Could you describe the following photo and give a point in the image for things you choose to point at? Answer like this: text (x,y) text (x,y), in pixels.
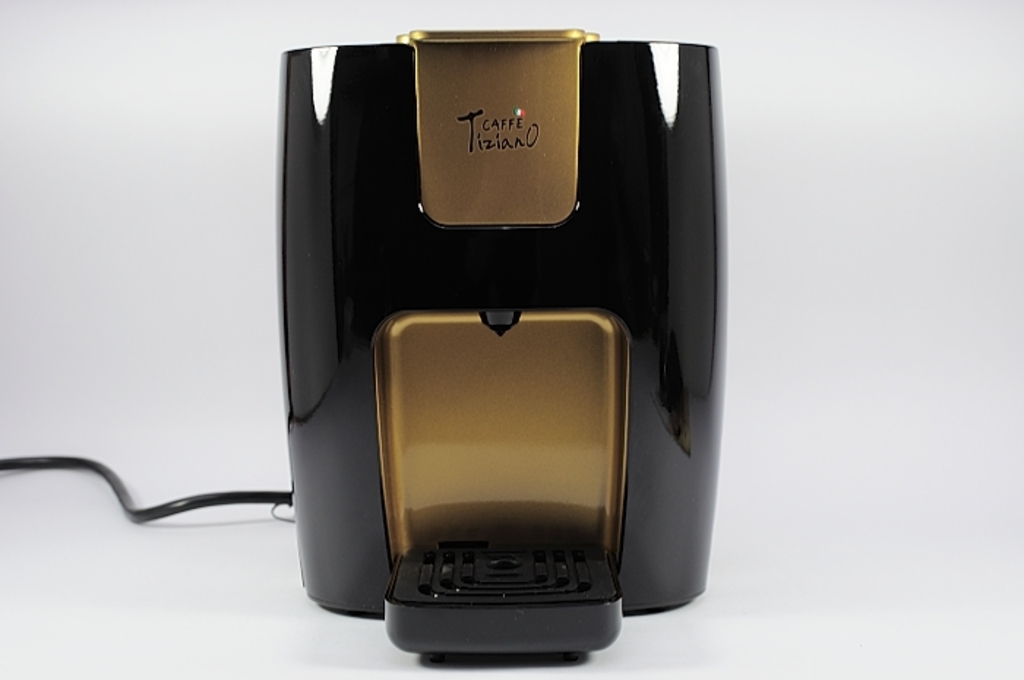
In this image we can see a coffee maker (561,456) with a wire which is placed on the surface (224,605).
